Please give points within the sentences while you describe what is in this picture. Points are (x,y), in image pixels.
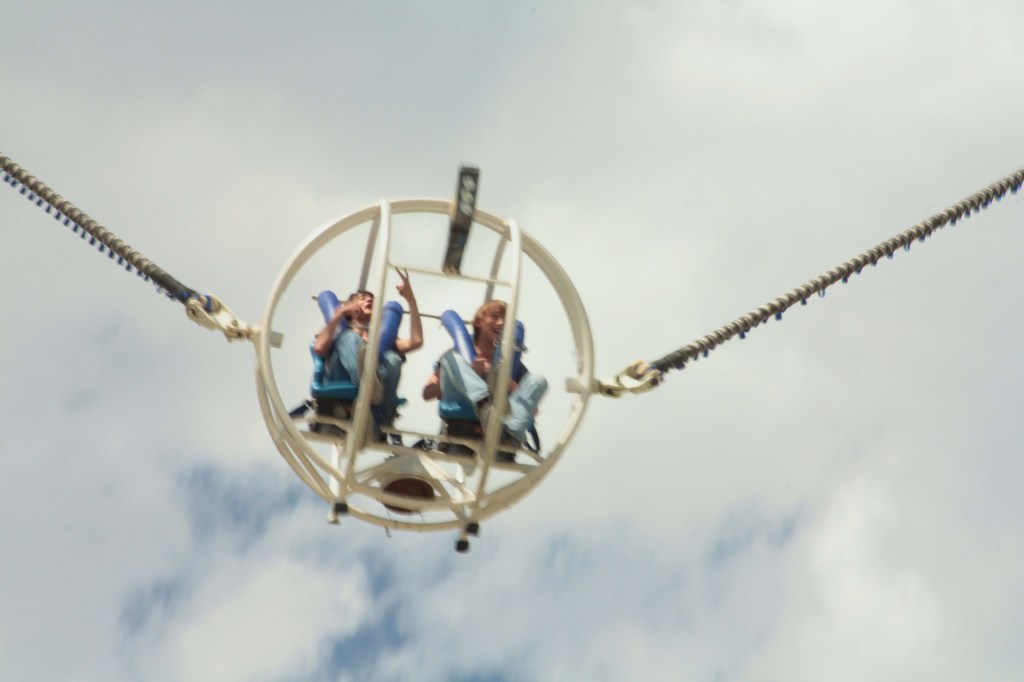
In this image I can see two people (378,404) sitting on the ride (393,326) and there are ropes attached to it. In the background (508,649) I can see the clouds (452,657) and the sky (309,354).
